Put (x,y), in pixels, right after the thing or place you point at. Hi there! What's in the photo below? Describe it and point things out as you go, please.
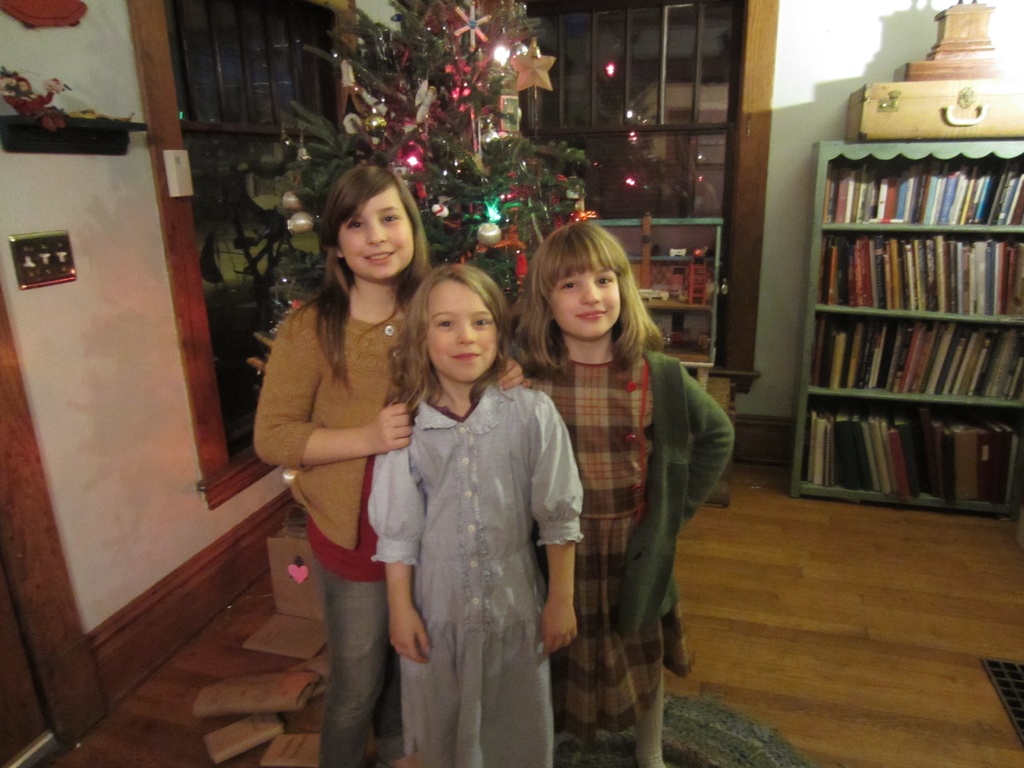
In the picture we can see three girls (632,682) are standing on the wooden floor (734,589) in the house (769,440) and they are smiling and behind them, we can see a decorated tree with stars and lights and beside it, we can see a wall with a window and behind the tree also we can see a window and beside it we can see a rack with many books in it and on the top of it we can see a box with a handle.
